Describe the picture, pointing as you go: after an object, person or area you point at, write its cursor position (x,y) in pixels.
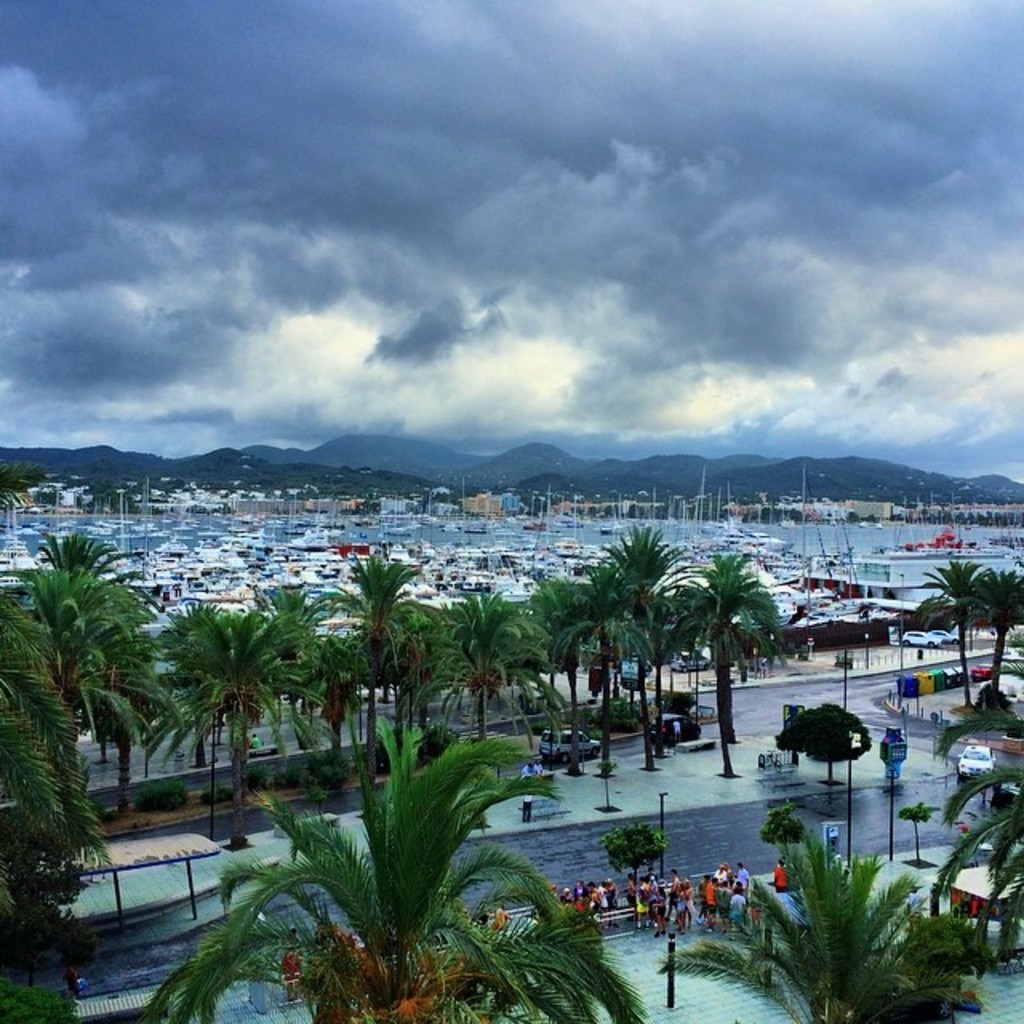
In this image we can see trees (472,823). Also there are people (593,901). And there are vehicles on the road (631,738). In the back (612,532) we can see boats (299,532) on the water (598,534). In the background (263,473) there are hills (860,484). Also there is sky (517,251) with clouds (396,280).
